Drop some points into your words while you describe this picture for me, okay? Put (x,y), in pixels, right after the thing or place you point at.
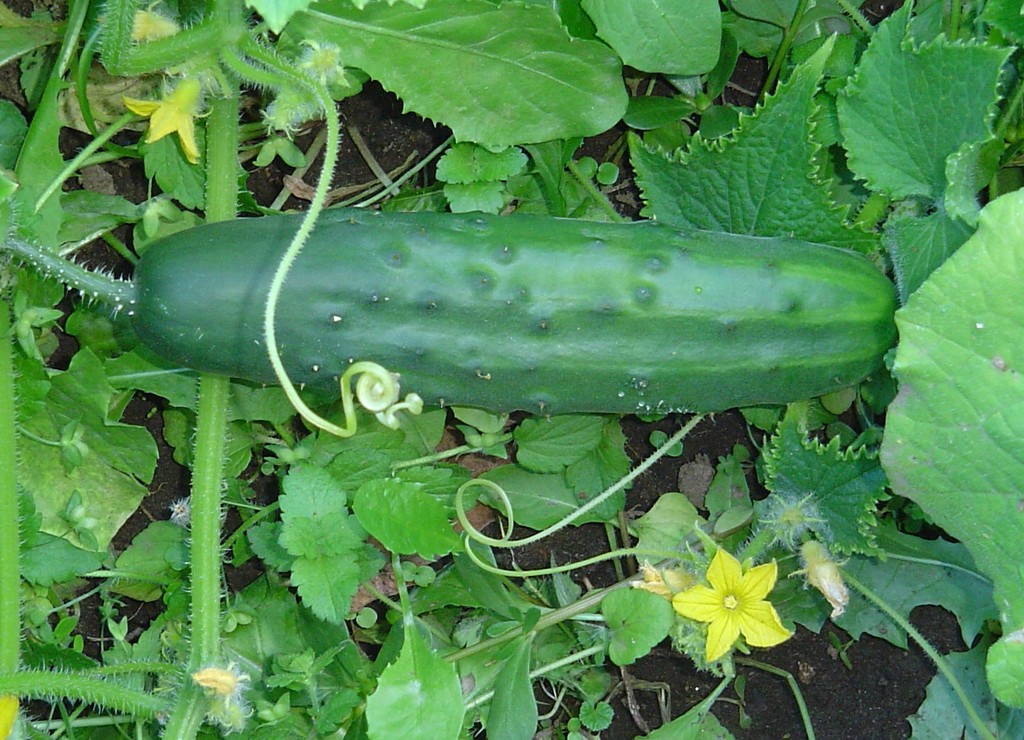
In the middle of the picture (584,399), we see a vegetable (387,225) which looks like a cucumber (627,367). We see a creeper plant (251,80) and it has flowers (691,597) which are in yellow color.
